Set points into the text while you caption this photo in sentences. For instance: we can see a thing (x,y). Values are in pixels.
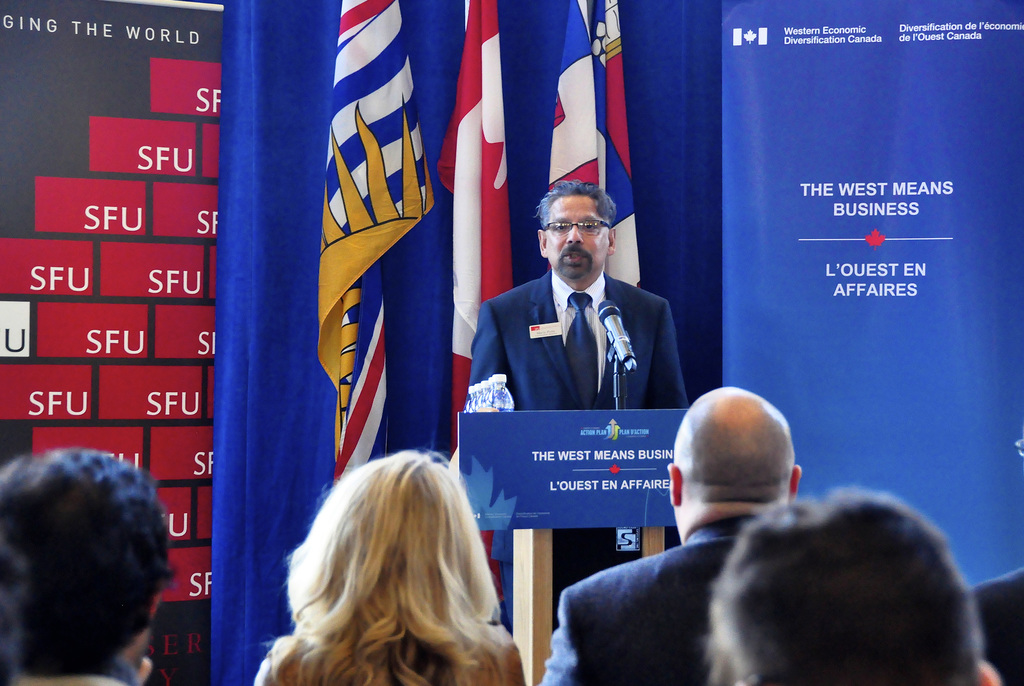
This image is taken indoors. In the background (146,337) there are two banners (146,337) with text (101,212) on them. There are a few flags (360,313). In the middle of the image (603,372) a man (607,395) is standing and there is a podium (601,535) with a mic (621,328) and a board (590,471) with a text (571,483) on it. There are a few bottles (504,406) on the podium (522,411). At the bottom of the image (603,622) there are a few people (424,527).
